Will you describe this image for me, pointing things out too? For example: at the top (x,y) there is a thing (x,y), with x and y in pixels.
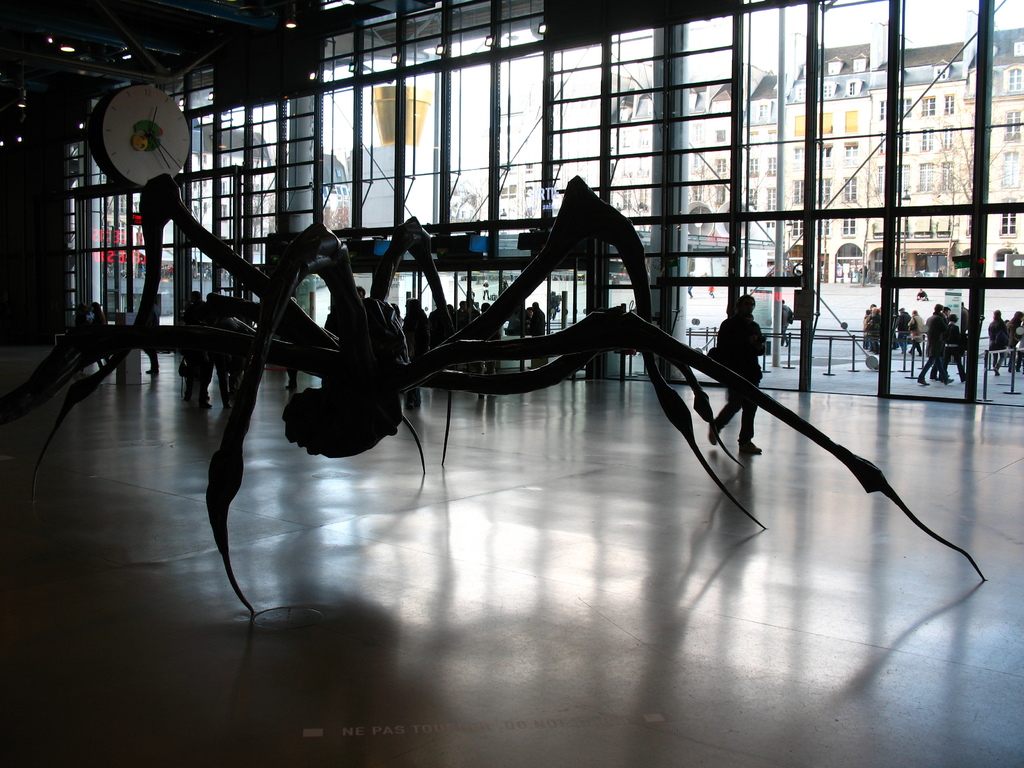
In the center of the image (452,392) there is a spider statue (258,388). On the left side of the image (117,141) we can see a clock (126,153). In the background (451,141) there are glass windows (486,163), door (838,271), buildings (881,262), persons (752,308), tree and sky (958,14).
